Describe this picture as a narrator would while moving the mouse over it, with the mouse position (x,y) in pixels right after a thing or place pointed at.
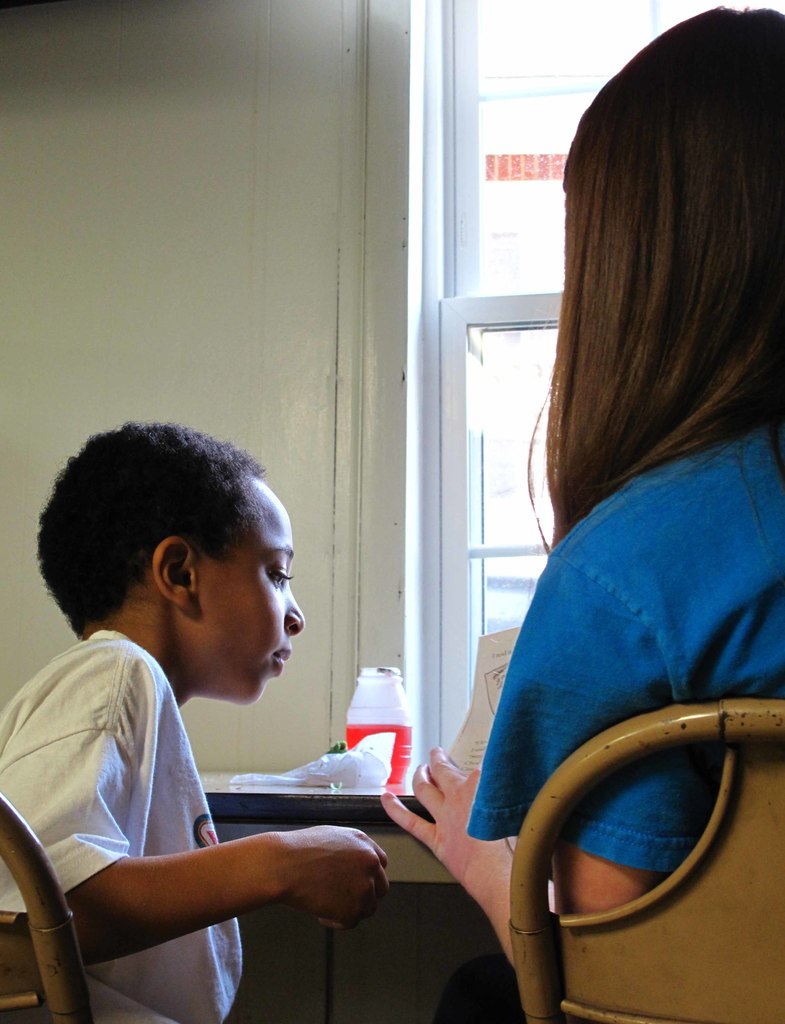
The women (647,617) wearing blue shirt (662,598) is sitting in a chair (686,871) in front of a table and there is a paper (481,698) in her hand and there is a kid (121,749) sitting beside her.
